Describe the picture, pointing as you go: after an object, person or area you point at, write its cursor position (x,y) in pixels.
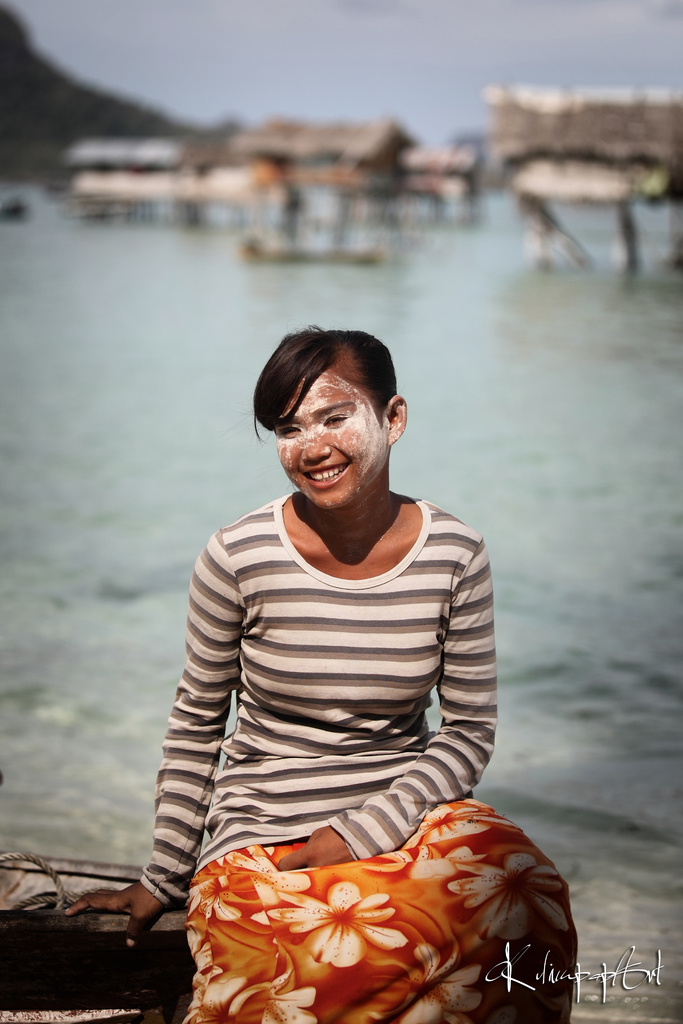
In this image I can see a girl (363,818) is sitting and smiling, she wore white and other colors t-shirt (328,701). Behind her there is the water (221,349), at the top (296,32) it is the sky (342,71).
